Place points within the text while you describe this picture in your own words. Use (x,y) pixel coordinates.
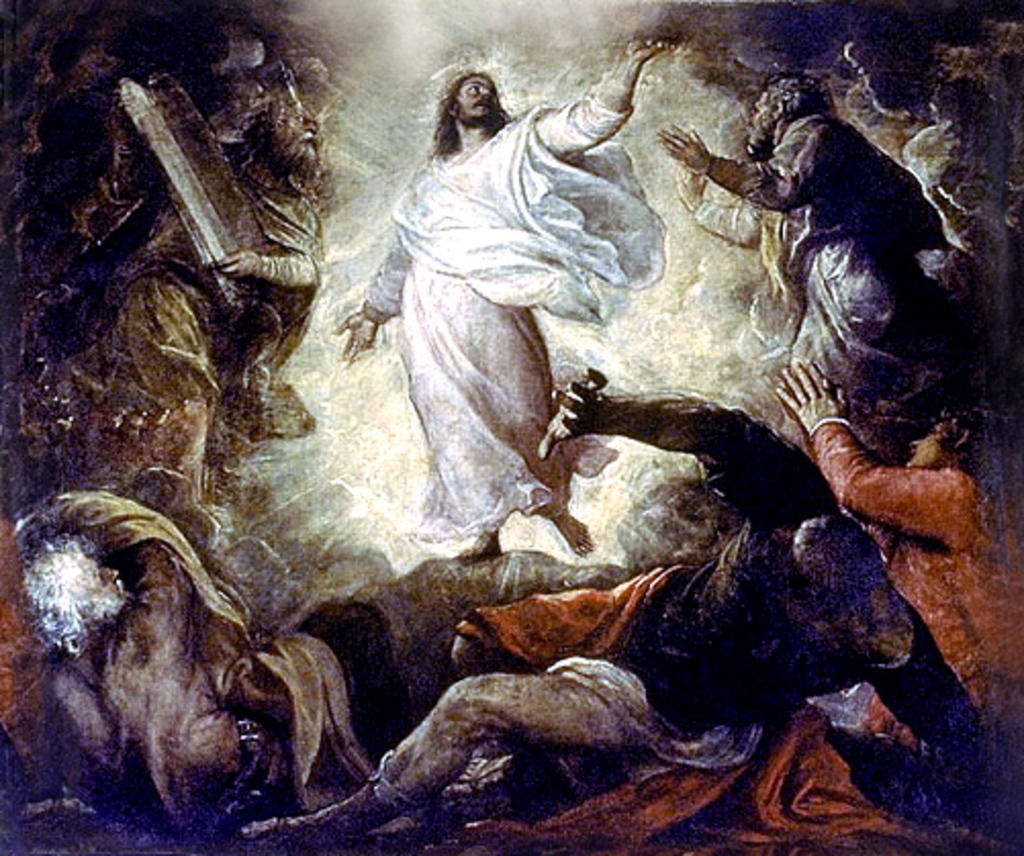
This is a painting. In the middle of this image (434,339), there is a person (463,238) in a white color dress (475,207), placing a leg (448,423) on a rock (420,592). At the bottom of this image (679,611), there is a person (716,605) falling on the ground (566,763). Behind this person (821,652), there is another person (970,635). On the left side (177,86), there is a person (249,72) holding an object (166,100). On the right side (900,290), there is another person (936,435). In the background (550,55), there is light (406,39).
